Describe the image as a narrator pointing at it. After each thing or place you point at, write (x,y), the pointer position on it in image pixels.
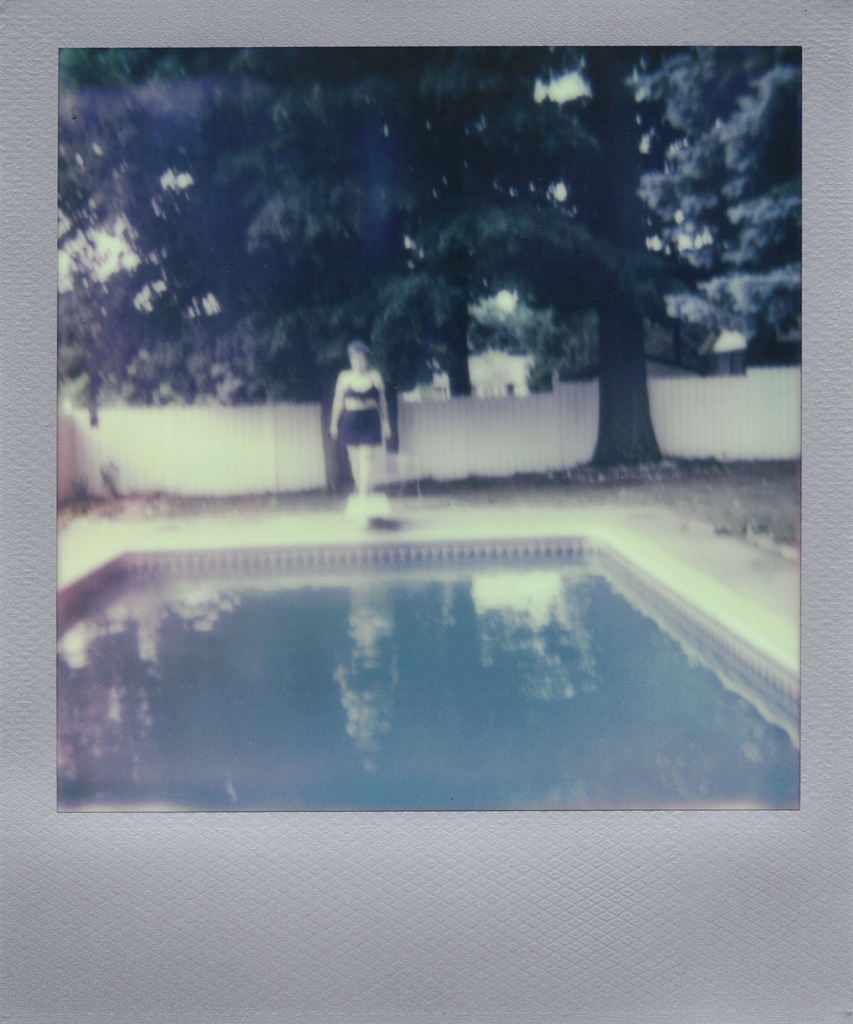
In this image we can see a swimming pool (407,638), lady (365,385) wearing a black color dress (363,422). In the background of the image (536,293) there are trees (379,245). There is a white color fencing (464,428).
